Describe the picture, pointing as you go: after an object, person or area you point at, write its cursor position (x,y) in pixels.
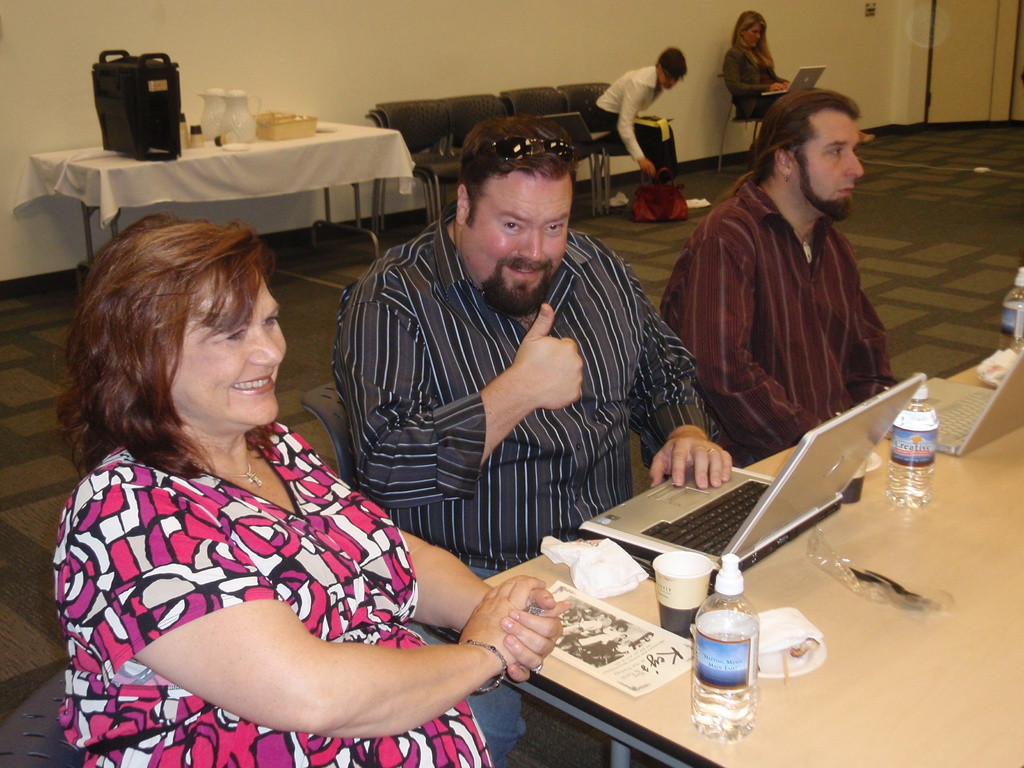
In this image I see 2 men (414,468) and a woman (450,767), in which 2 of them are smiling. I also see that they are sitting. In front (893,568) there is a table (535,565) on which there are 3 bottles (738,635), 2 laptops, paper (655,629) and few things (878,577) on it. In the background (605,184) I see 2 people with laptops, a bag (647,200), few chairs (598,203), a table (369,139) and few things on it.
